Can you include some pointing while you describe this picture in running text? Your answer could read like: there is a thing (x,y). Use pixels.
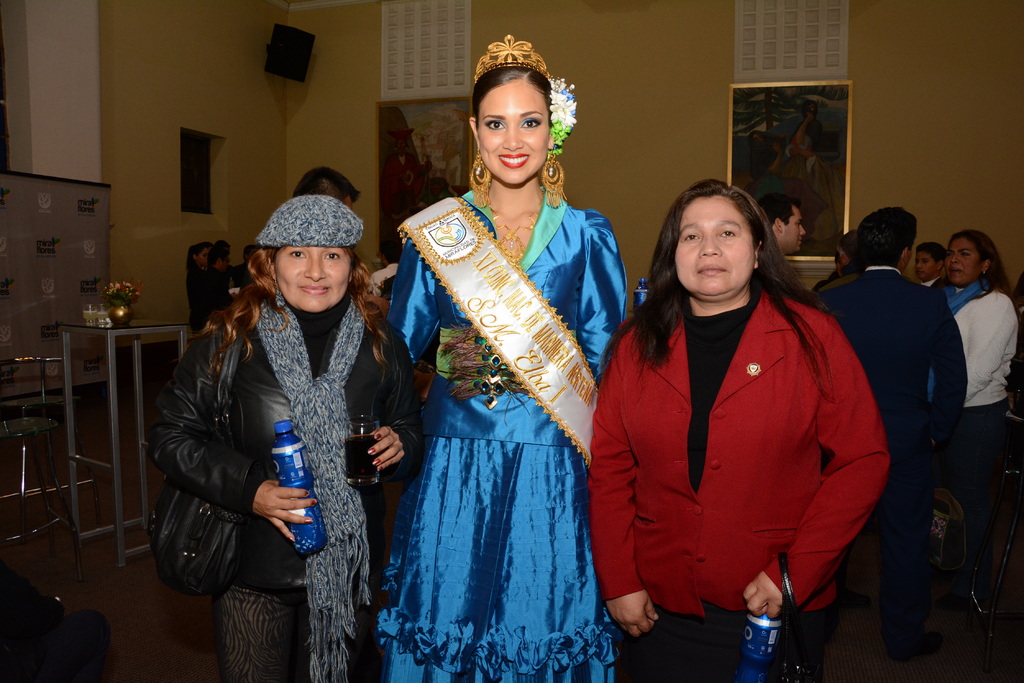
In this image there are three women (528,512) standing on a floor (100,429), in the background (855,251) there are people (193,319) standing and there is a table (113,370), on that table (115,343) there are few objects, beside the table (113,336) there is a chair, there is a wall (190,22) for that wall (317,51) there are speakers (290,45) and photo frames (787,105).
